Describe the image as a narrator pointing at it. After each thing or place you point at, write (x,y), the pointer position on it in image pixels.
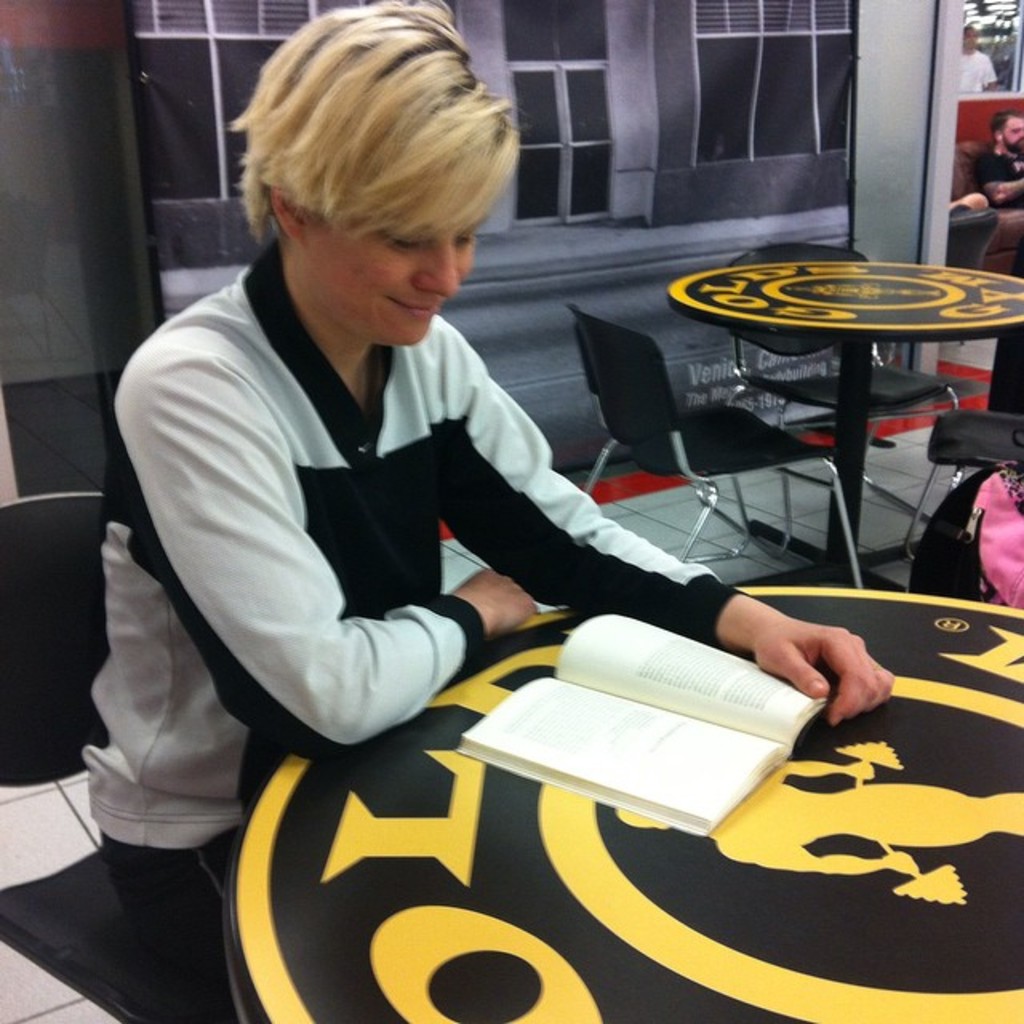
In this picture I can see chairs (855,249), tables (434,1023), banner (827,19). There are two persons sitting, in which one person (222,962) is holding a book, and in the background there is another person (969,85) standing.
